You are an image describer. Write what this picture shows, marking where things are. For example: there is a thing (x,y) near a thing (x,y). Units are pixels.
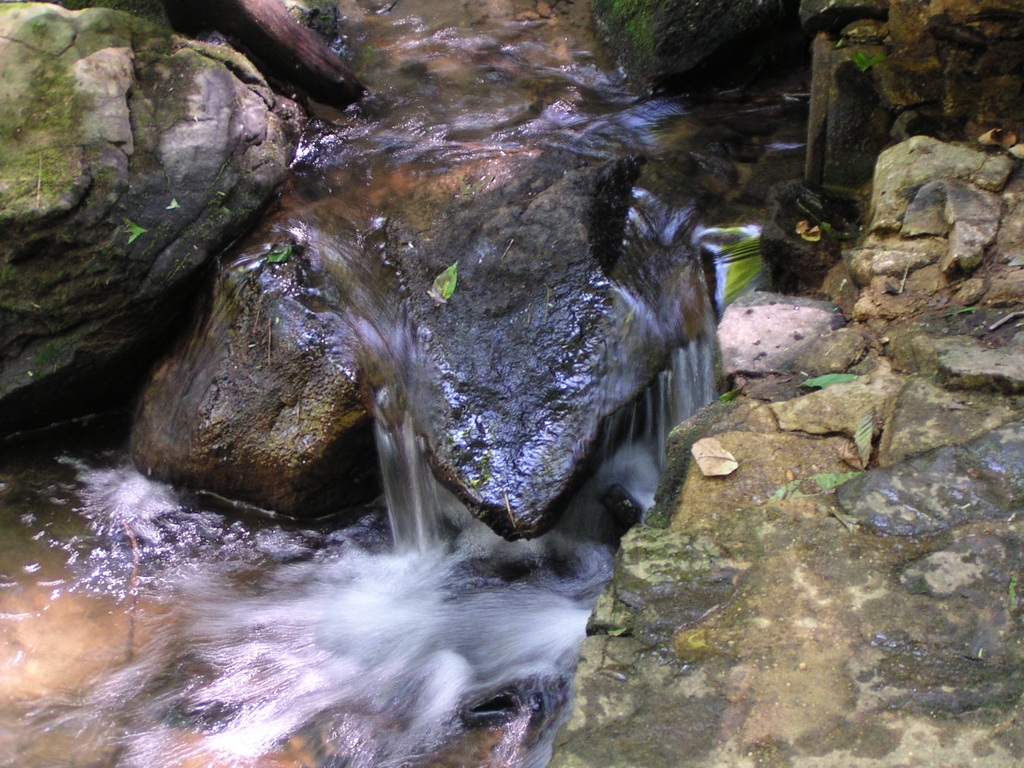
In this picture I can see water (387,695), there are rocks (588,391) and leaves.
